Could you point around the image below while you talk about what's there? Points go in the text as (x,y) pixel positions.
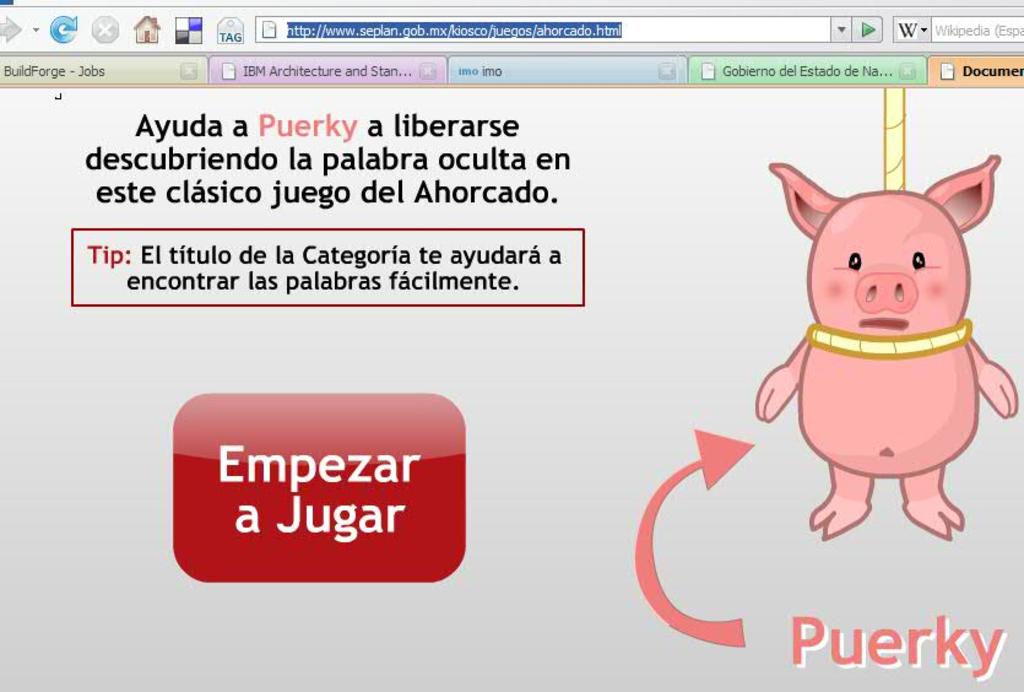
In this picture I can see a web page (295,132), there are folders (216,64), icons (100,39), there is a search bar (663,24), there are words (534,187) and there is a cartoon pig (895,253) hanging with a rope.
